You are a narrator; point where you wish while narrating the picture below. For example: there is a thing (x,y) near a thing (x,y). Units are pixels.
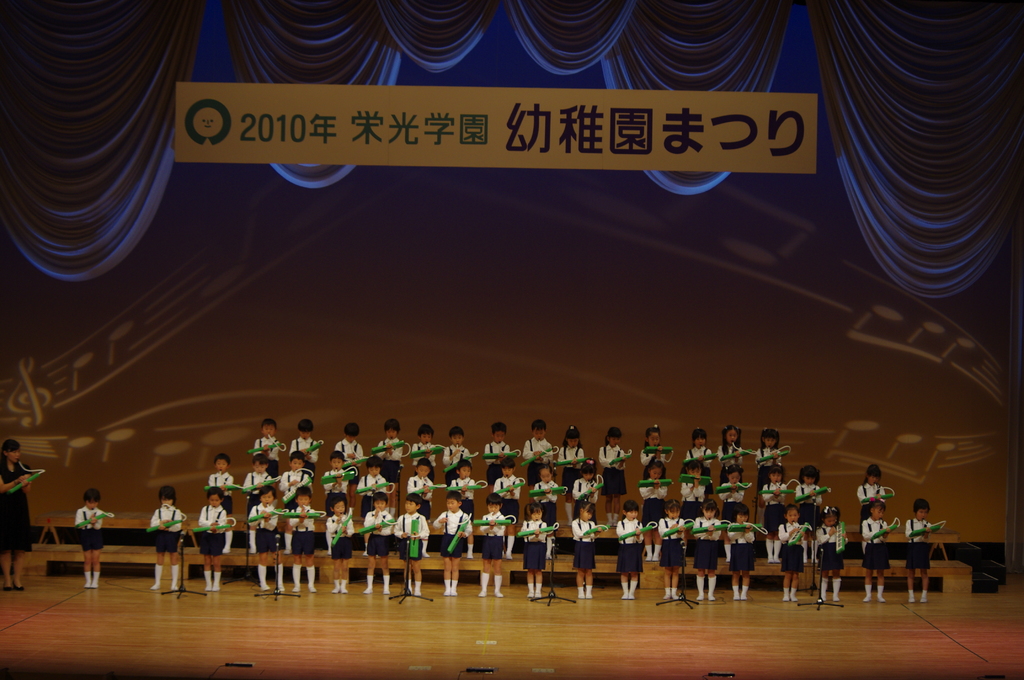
In this image, there are a few people (608,431) holding some objects (763,533). We can see the ground (248,632) and some stands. We can also see some objects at the bottom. We can see the background (298,275) with some design (226,392). We can also see some curtains (646,170) and some text (541,113).
